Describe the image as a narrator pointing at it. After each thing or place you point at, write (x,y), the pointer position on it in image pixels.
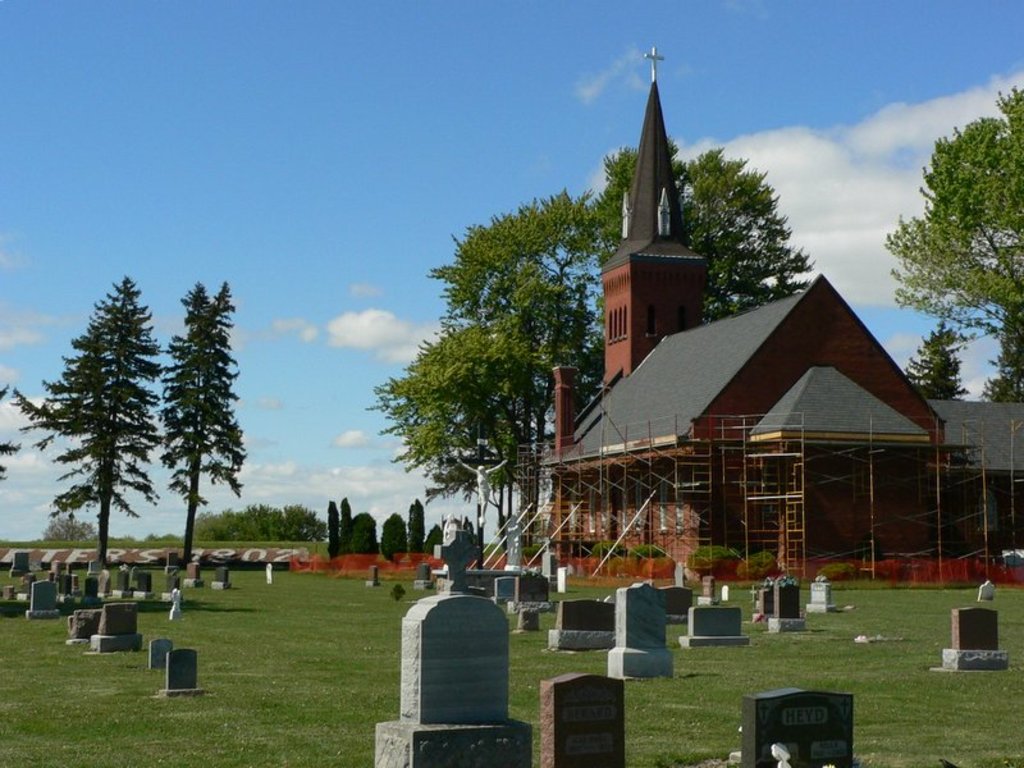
In this image we can see there are memorial stones (449,720), trees (417,403), plants (347,525), a house (696,477) and grass (314,720). In the background (876,184) we can see cloudy sky (888,174).
